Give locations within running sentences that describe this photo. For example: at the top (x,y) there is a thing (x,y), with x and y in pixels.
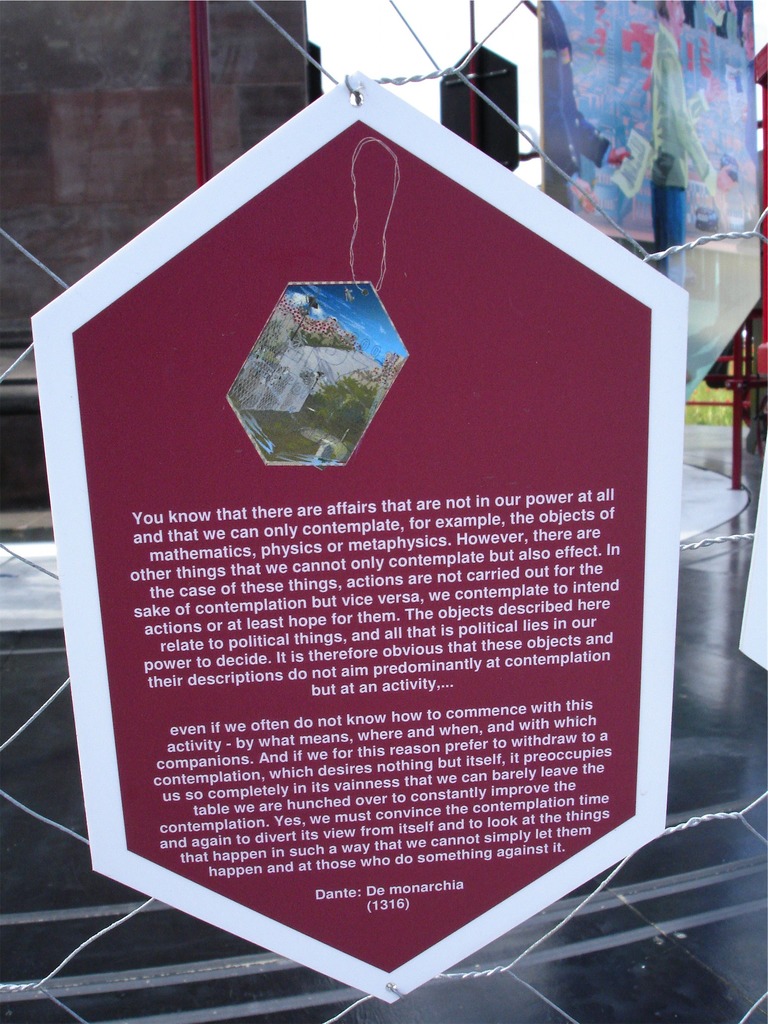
There is a wire mesh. On that there is a poster (488,801) with something written on that. In the back (690,664) there is a road (712,617) and a wall (143,126).
